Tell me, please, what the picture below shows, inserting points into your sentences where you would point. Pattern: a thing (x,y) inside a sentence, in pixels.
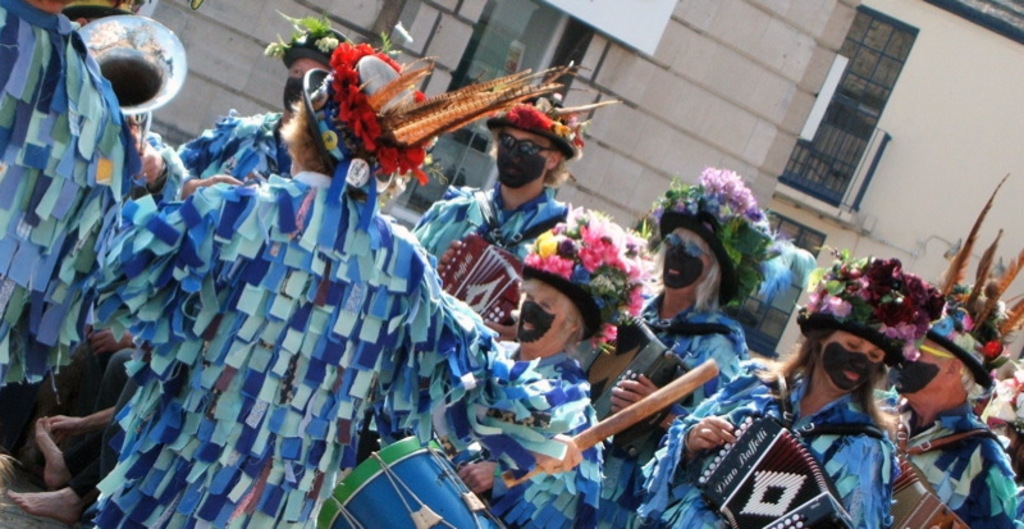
In this picture we can see a group of people (439,364) in the fancy dresses (377,295) and they are holding musical instruments (920,485). Behind the people (168,150), there is a building (668,54) with windows (513,71).
